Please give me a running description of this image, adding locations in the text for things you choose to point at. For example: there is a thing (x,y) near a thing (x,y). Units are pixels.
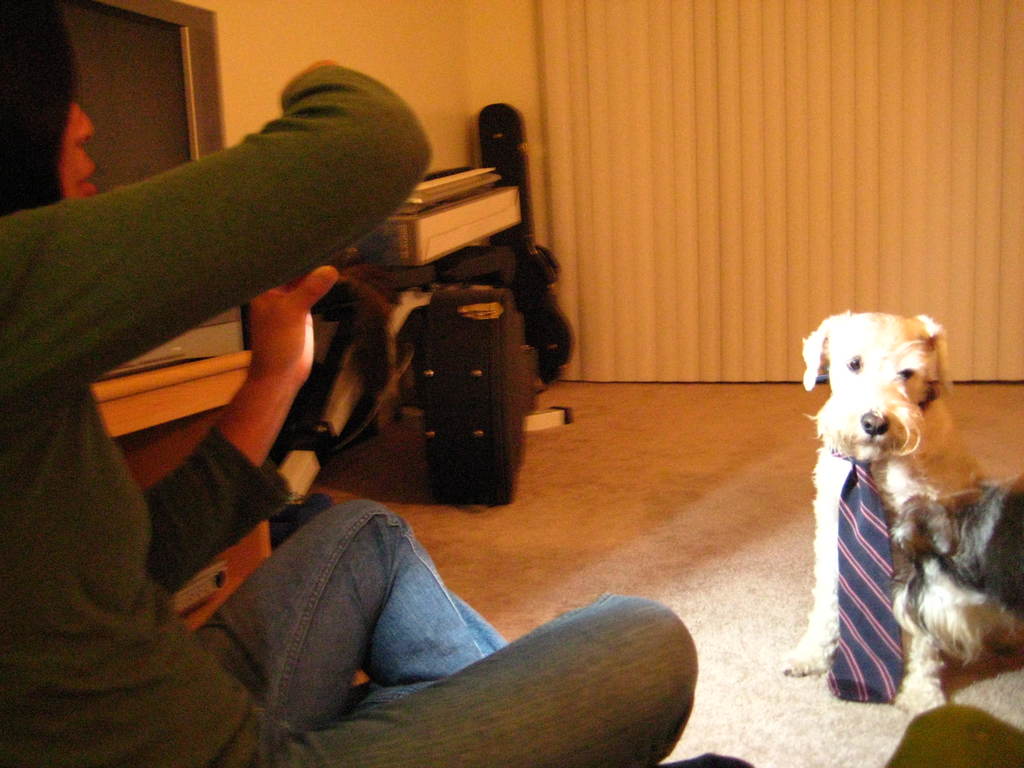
In this image we can see a woman (49,539) is sitting on a floor (525,567), in front (905,578) there is a dog (923,522), there is a television (150,146) on the table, there are bags (498,376) and some objects (345,311) on the floor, there is a wall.
